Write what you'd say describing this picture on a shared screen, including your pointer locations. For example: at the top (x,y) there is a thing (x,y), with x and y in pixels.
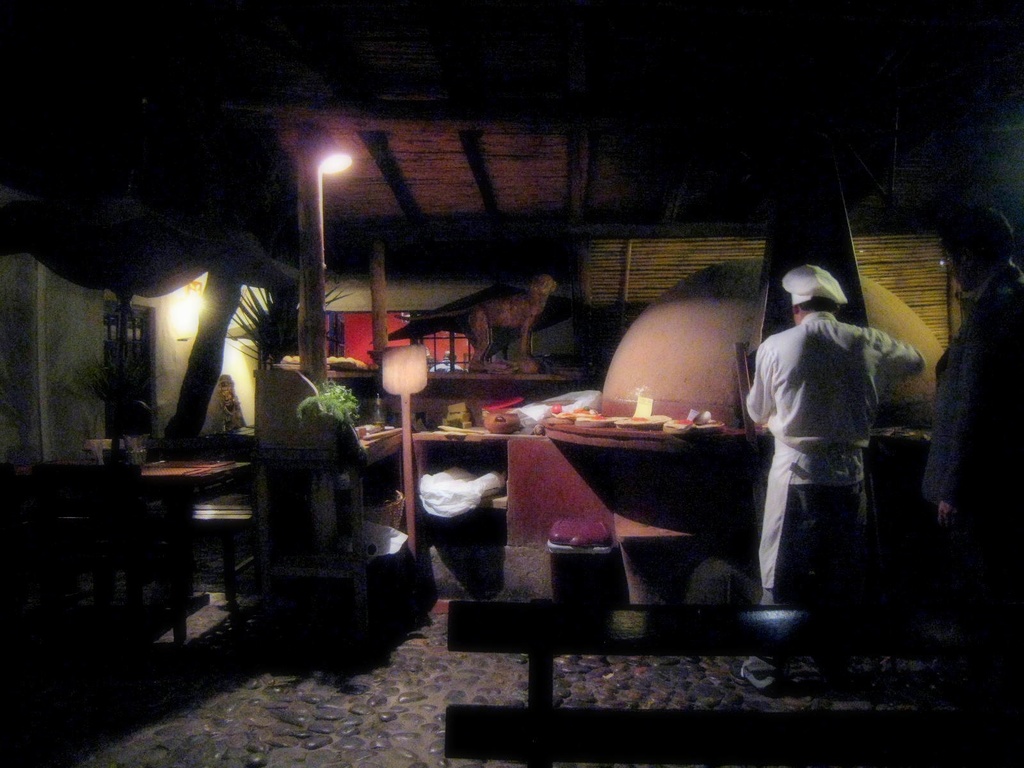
This picture describes about few people (824,442), on the right side of the image (801,377) we can see a man (795,338), he wore a cap (836,282), in front of him we can see food (636,422) on the table (597,452), in the background (422,404) we can find few plants (269,331), lights (346,157) and other things (353,449).
